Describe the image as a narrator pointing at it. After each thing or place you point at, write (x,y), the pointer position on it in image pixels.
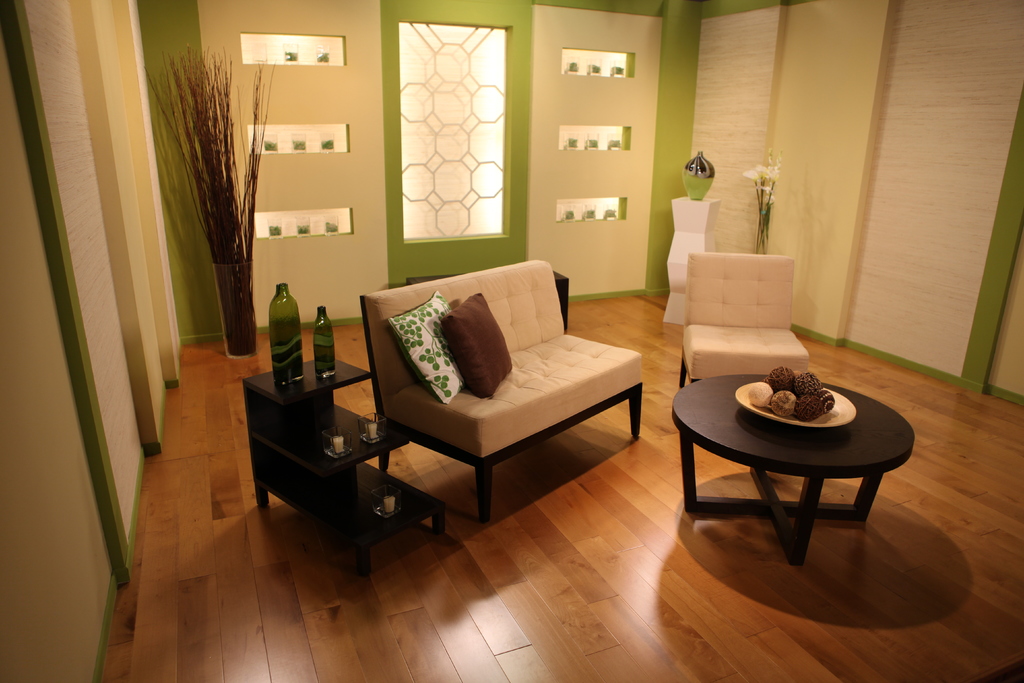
This are couches (544,353) with pillows (436,362). On this table (284,439) there are bottles (329,370), glasses (383,420) and candle (390,501). On this table (800,429) there is a plate (814,420). The wall (582,174) is in white and green color. Flowers (753,182) with flower vase (758,205).
